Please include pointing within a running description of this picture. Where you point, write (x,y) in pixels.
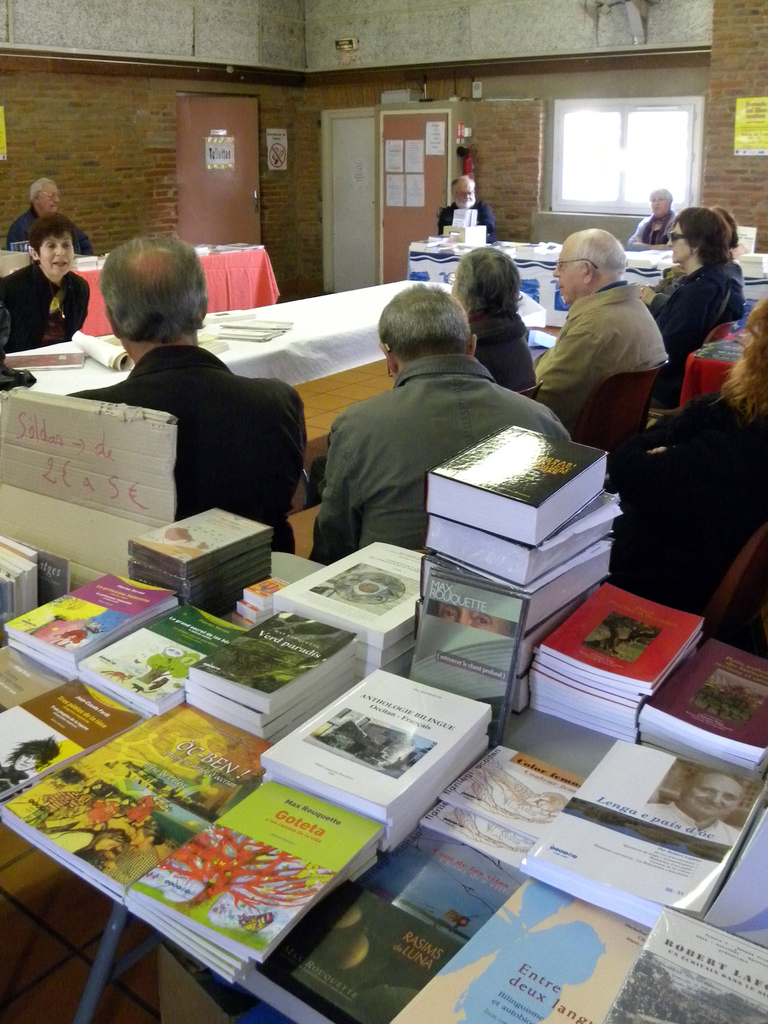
At the bottom of the picture (338,798), we see a table (392,896) on which many books (374,643) are placed. Beside that, we see a white board (61,483) on which some text (31,433) is written. Beside that, we see the people (437,376) are sitting on the chairs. In front of them, we see a table (347,341) which is covered with a white color sheet (326,313). We see papers (104,347) and books (50,355) are placed on the table (251,360). Beside that, we see a woman (62,254) is sitting on the chair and she is trying to talk something. Behind her, we see a man (54,209) is sitting on the chair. In front of him, we see a table (231,254) which is covered with a red color sheet (208,267). In the background (304,124), we see a wall (121,170) and a board (404,226) on which some posters (397,183) are posted. Beside that, we see two people (644,228) are sitting on the chairs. In front of them, we see a table (447,261) on which some objects (464,250) are placed. Behind them, we see the windows (623,104). Beside that, we see a pillar (725,101) on which a yellow color poster (744,140) is pasted.
